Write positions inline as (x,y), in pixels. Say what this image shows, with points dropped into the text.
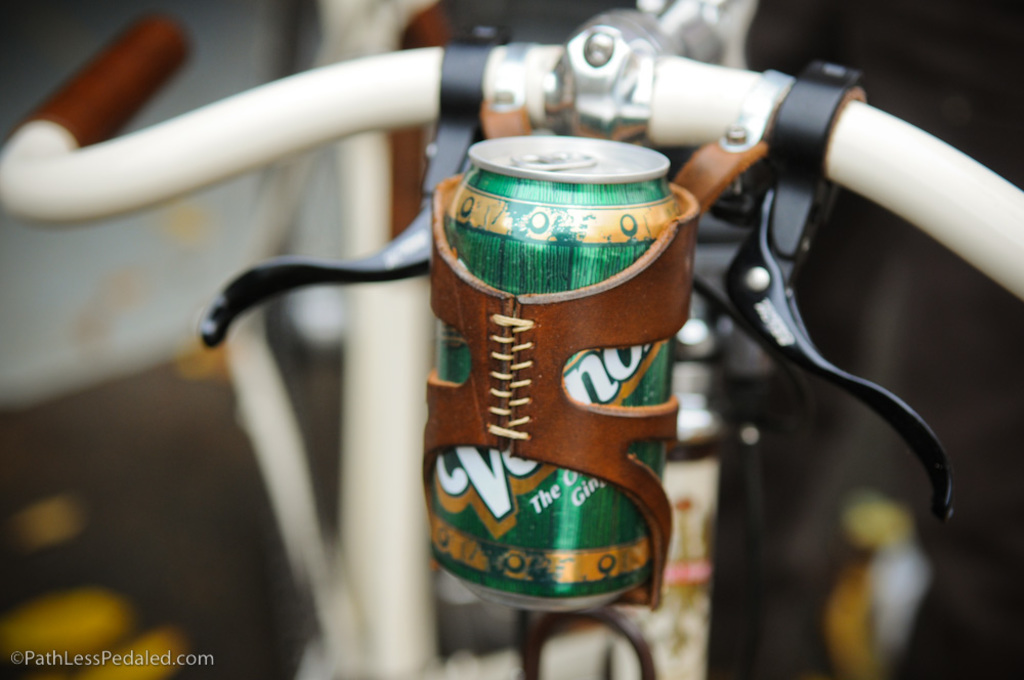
In this picture we can see a can (454,560) on a vehicle (913,158). Background (909,657) is blurry.
